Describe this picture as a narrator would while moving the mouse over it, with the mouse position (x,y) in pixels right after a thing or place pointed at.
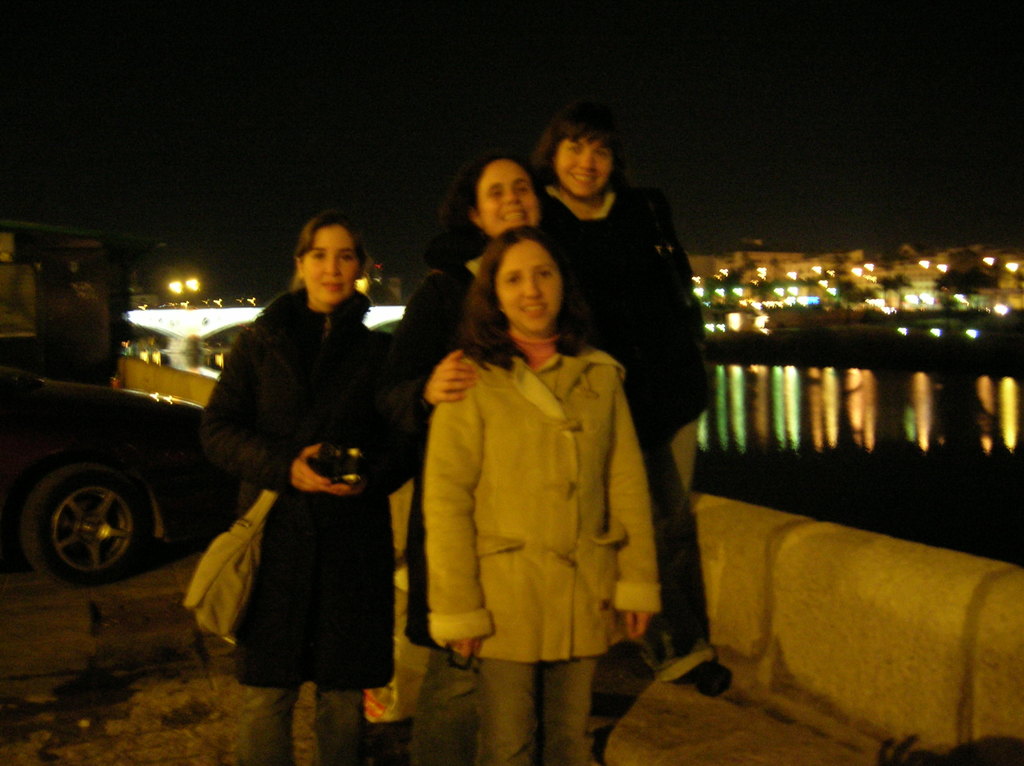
This picture is taken during the night time. In this image there are four persons (440,458) standing on the floor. The woman (325,484) on the left side (322,496) is holding the camera (330,470) and a bag (243,542). In the background (803,423) there is water (836,393), behind the water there are so many buildings (915,291) with the lights (926,302). On the left side (77,384) there is a vehicle (119,405).
